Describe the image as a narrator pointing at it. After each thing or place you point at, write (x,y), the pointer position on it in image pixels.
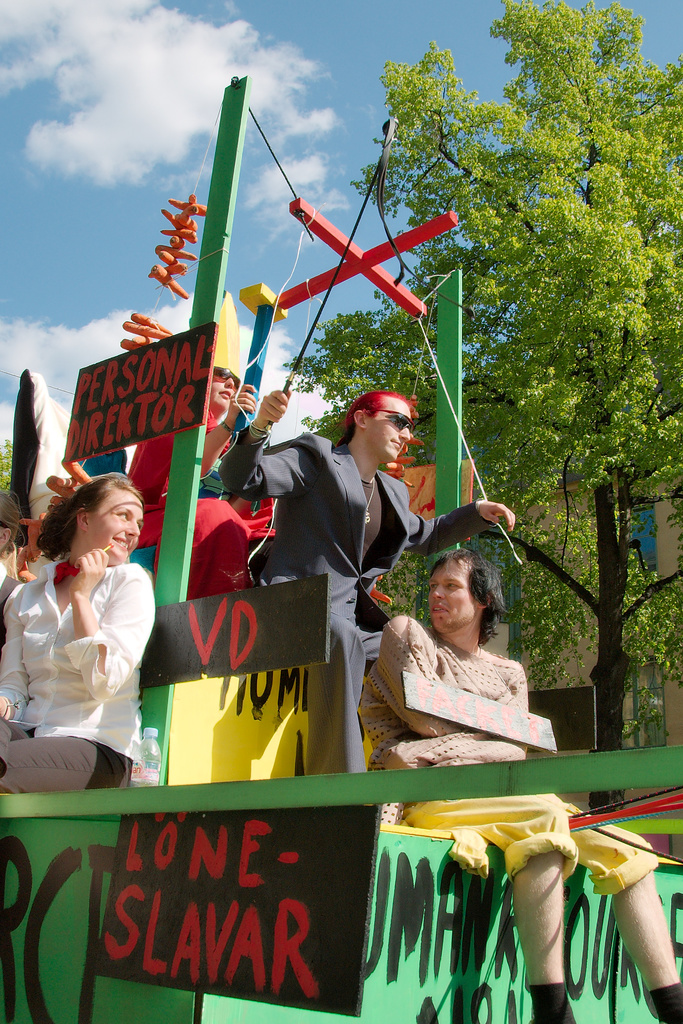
This is an outside view. Here I can see few people (136,609) are sitting on a vehicle (214,739) and there are some boards (192,602) are attached to this vehicle (224,238). In the background (540,388), I can see a tree (567,387) and a building (656,543). At the top (313,33) I can see the sky (237,22) and clouds (172,67).
